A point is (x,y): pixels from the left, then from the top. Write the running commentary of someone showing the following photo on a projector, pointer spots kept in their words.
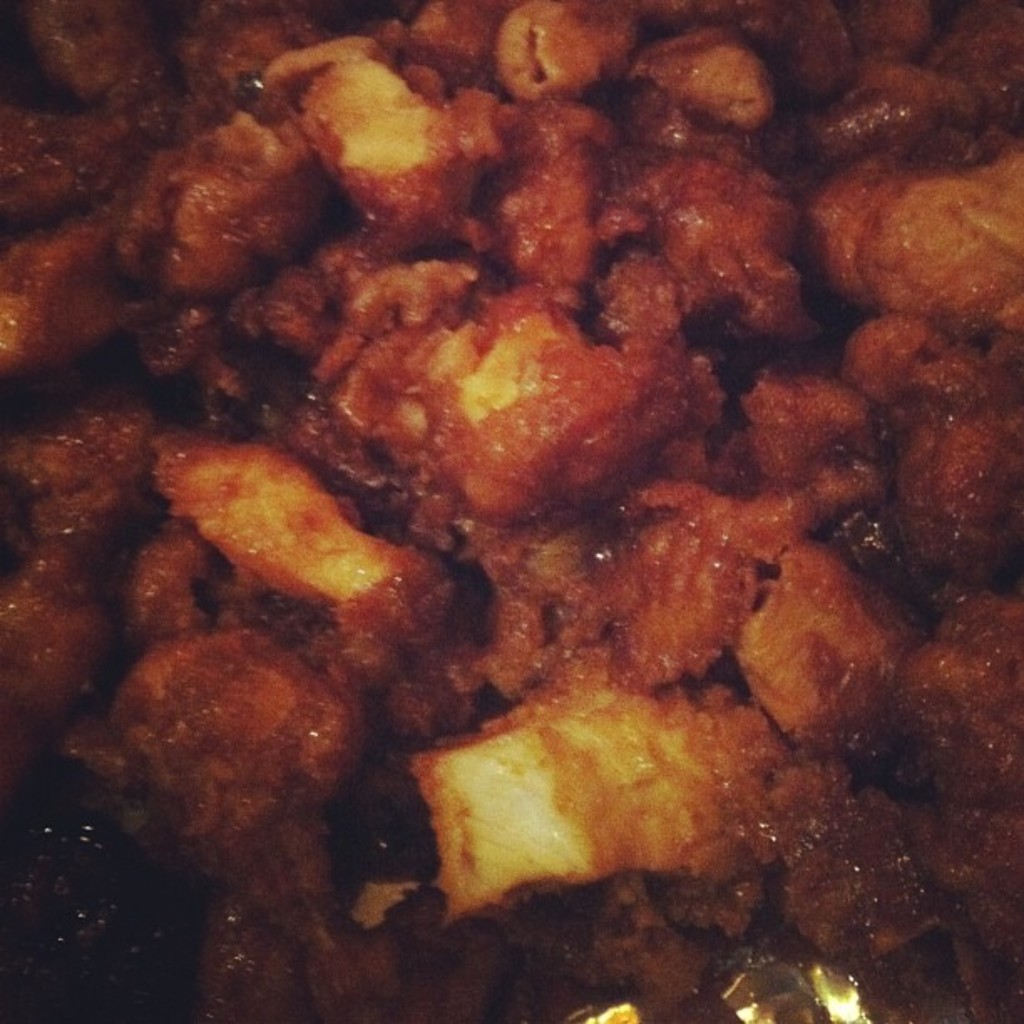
In this image we can see some food (522,180).
